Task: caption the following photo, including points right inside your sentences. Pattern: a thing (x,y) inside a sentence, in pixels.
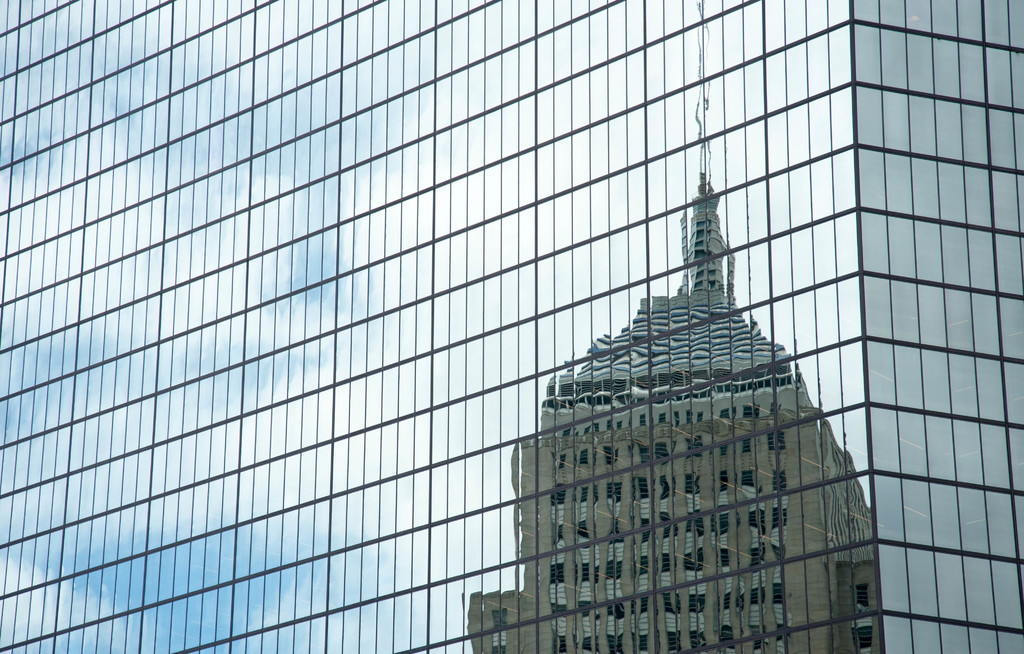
In this image we can see a building (473,485) having glasses (499,436) on it. There is a reflection (593,413) of another building (585,439) on the glasses (127,531).
